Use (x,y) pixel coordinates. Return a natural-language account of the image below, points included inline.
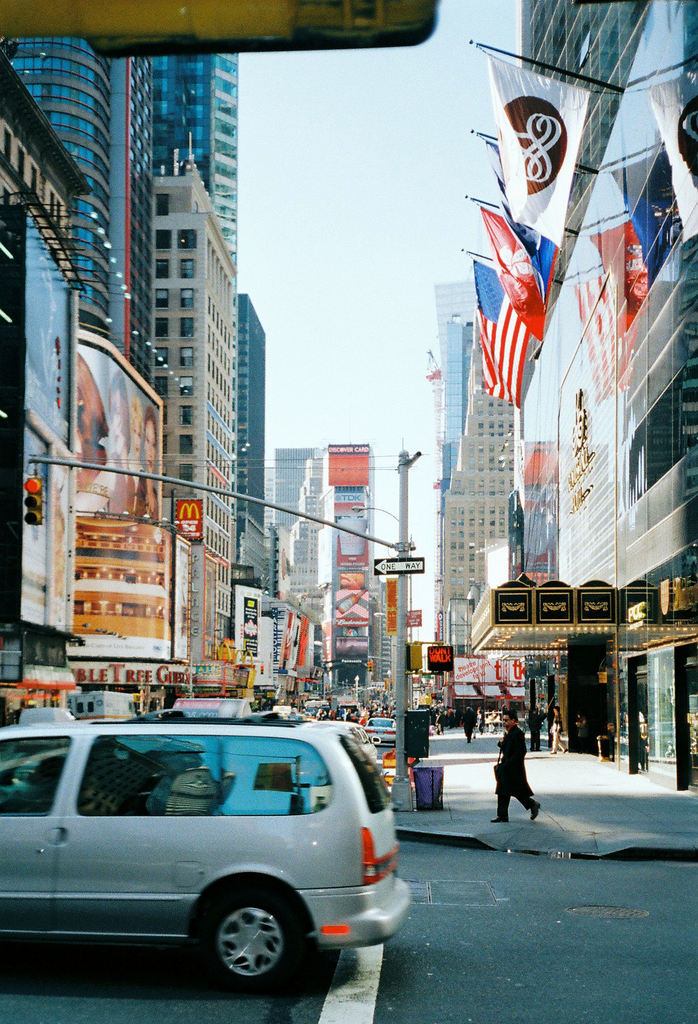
This image is taken outdoors. At the top of the image (322,195) there is the sky (327,207). At the bottom of the image (440,978) there is a road (390,971). In the background (78,546) there are many buildings (141,72). There are a few poles (402,531). There are many boards (465,665) with text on them. In the middle of the image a few people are walking on the sidewalk (536,771). Many vehicles (333,758) are moving on the road (540,897). On the right side of the image (533,153) there are a few flags (519,297).
